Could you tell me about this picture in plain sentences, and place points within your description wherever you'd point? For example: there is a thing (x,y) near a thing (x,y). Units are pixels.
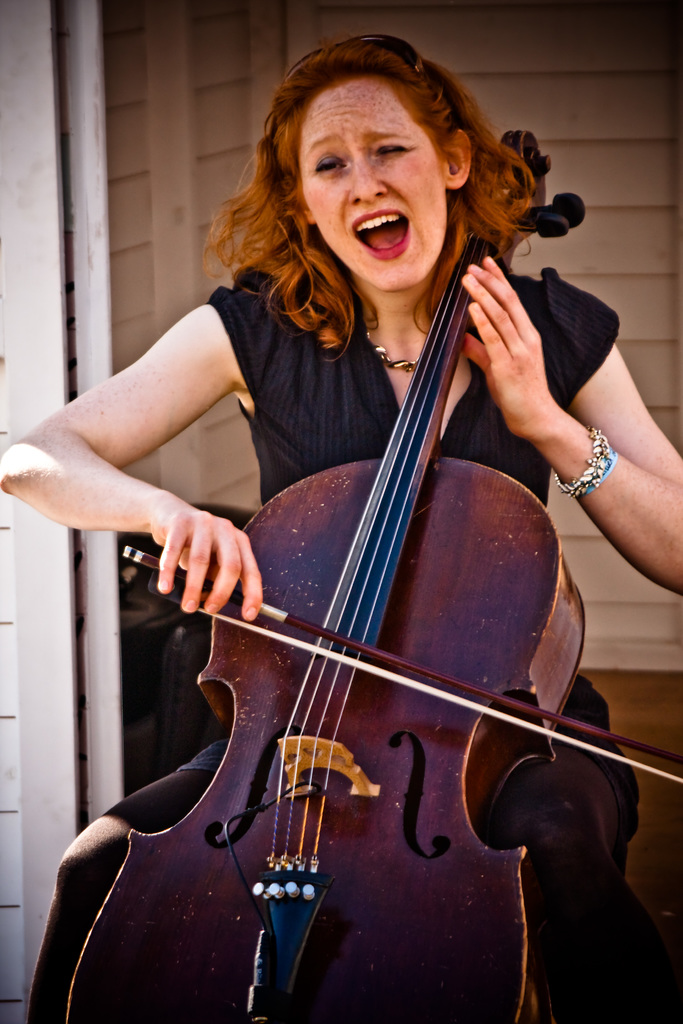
In this image I see a woman (235,246) who is sitting and she is holding a musical instrument (532,1003) in her hands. I can also see that she is wearing a black colored dress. In the background (629,13) I see the wall (23,199).
